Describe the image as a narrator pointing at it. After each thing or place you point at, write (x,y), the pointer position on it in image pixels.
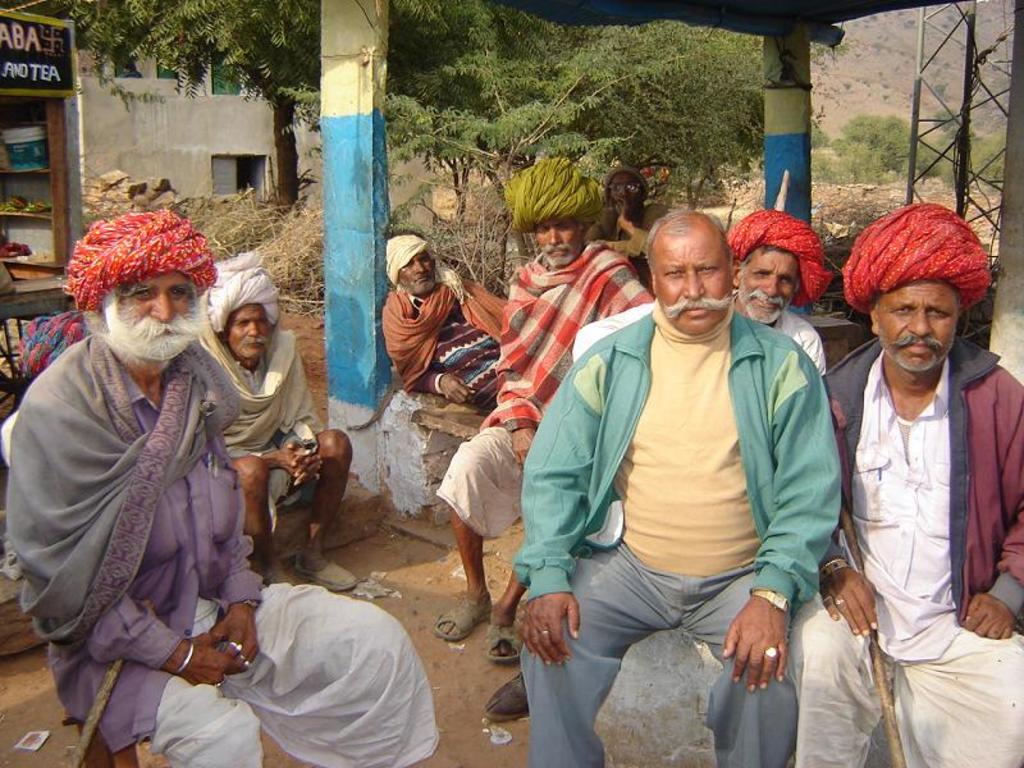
In this picture we can see some people (406,386). There are few trees (560,64), dry grass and a tower (958,105). We can see a shop (0,188) on the left side (42,231). There is a board (58,61) on this shop (66,187). We can see a few objects (10,205) in this shop (58,61).
